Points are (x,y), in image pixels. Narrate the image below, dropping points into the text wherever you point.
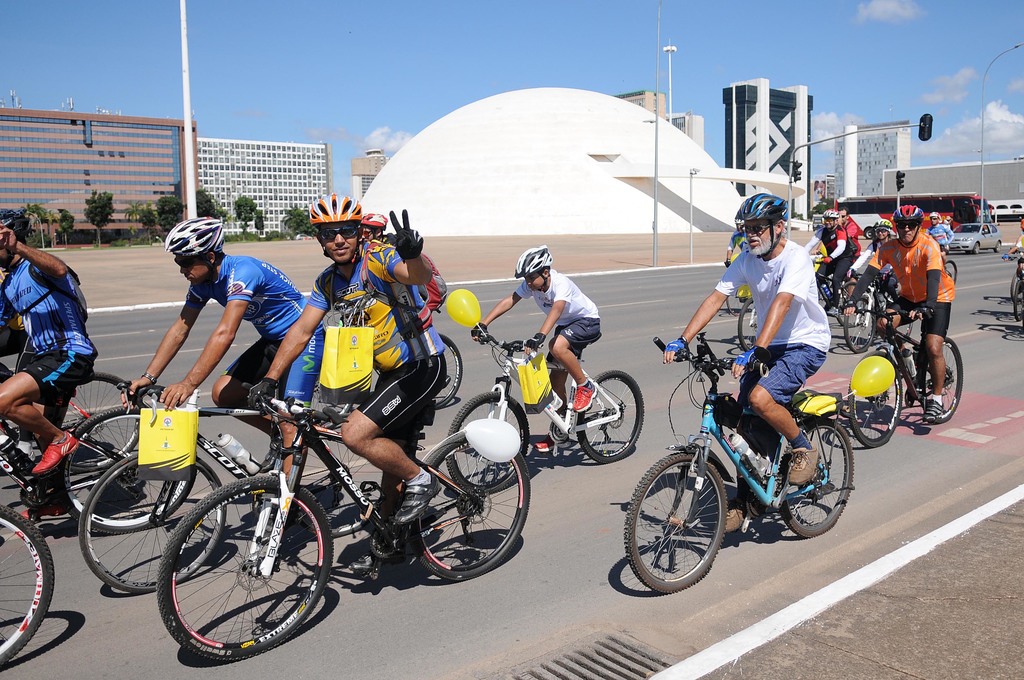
In this image few people (537,264) are riding the bicycles (669,468) on the road (608,567). Right side (714,457) there is a bicycle (725,512) having a balloon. A person (767,407) is riding the bicycle (757,415). He is wearing a helmet (769,214). People (753,242) are wearing helmets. Right side (876,131) there are traffic lights (899,175) attached to the poles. Few vehicles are on the road (959,268). Few poles (194,209) are on the pavement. Left side (63,233) there are trees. Background (1013,192) there are buildings (493,179). Top of the image (535,82) there is sky (929,93) with some clouds (963,137).
